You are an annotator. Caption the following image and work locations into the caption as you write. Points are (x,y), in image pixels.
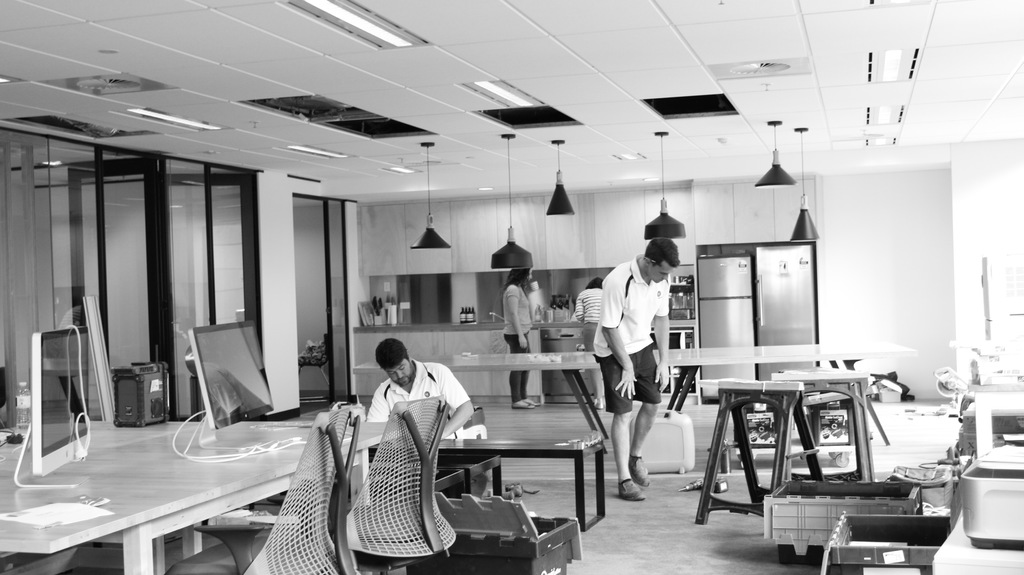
This is the picture inside of the room (603,267). There is a person (451,383) sitting behind the table (453,457) other persons (635,458) are standing. There are computers (65,443), wires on the table (112,445). At the back (333,310) there is a door (120,241). At the top (363,35) there are lights (894,111) and at the right side of the image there are devices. At the front (342,479) there are two chairs (343,483), at the back (725,268) there are two refrigerators (746,315), there are bottles (471,318) on the desk (447,334).
